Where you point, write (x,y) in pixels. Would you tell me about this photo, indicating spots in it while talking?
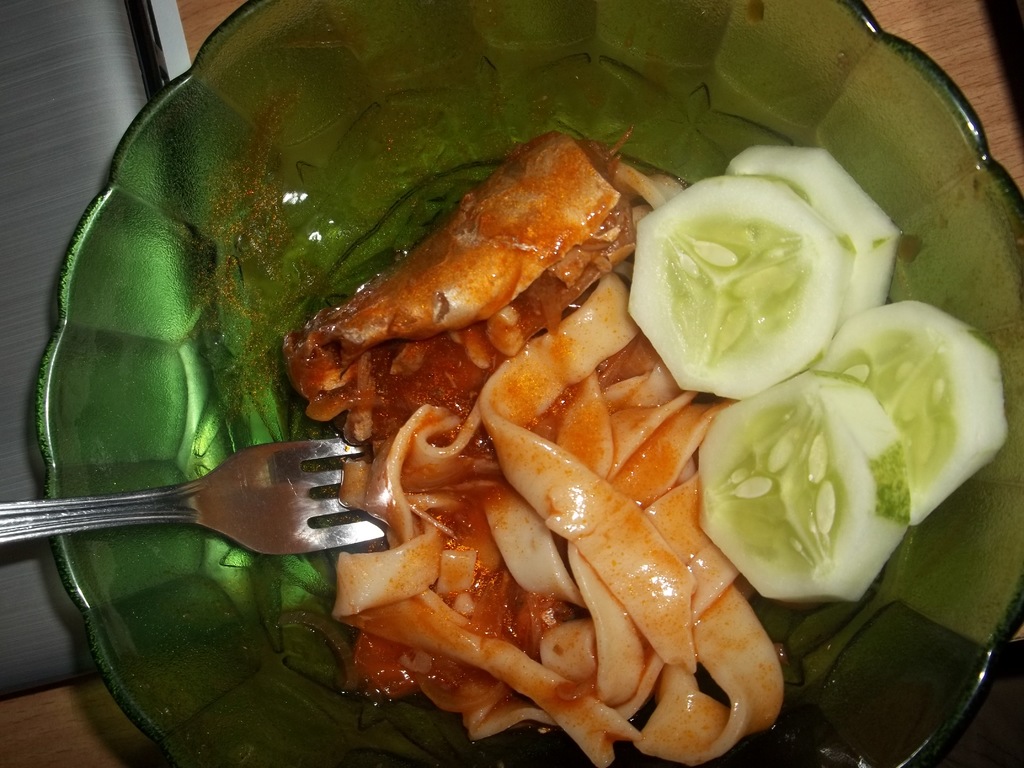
In this image, we can see food (491,381) in the bowl (287,592) and there is a fork (227,469). At the bottom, there is a table (213,16).
